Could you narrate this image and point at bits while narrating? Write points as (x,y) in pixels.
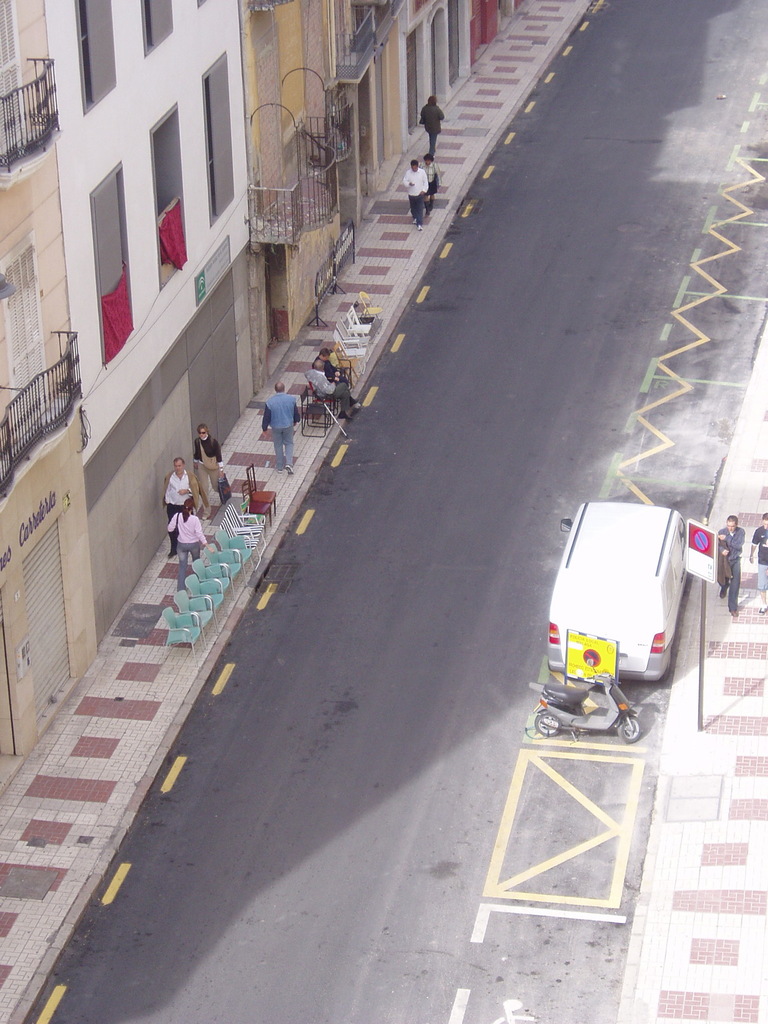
In this image there are vehicles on the road (498,586), board (710,546) attached to the pole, group of people (730,552), chairs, buildings (57,87).
